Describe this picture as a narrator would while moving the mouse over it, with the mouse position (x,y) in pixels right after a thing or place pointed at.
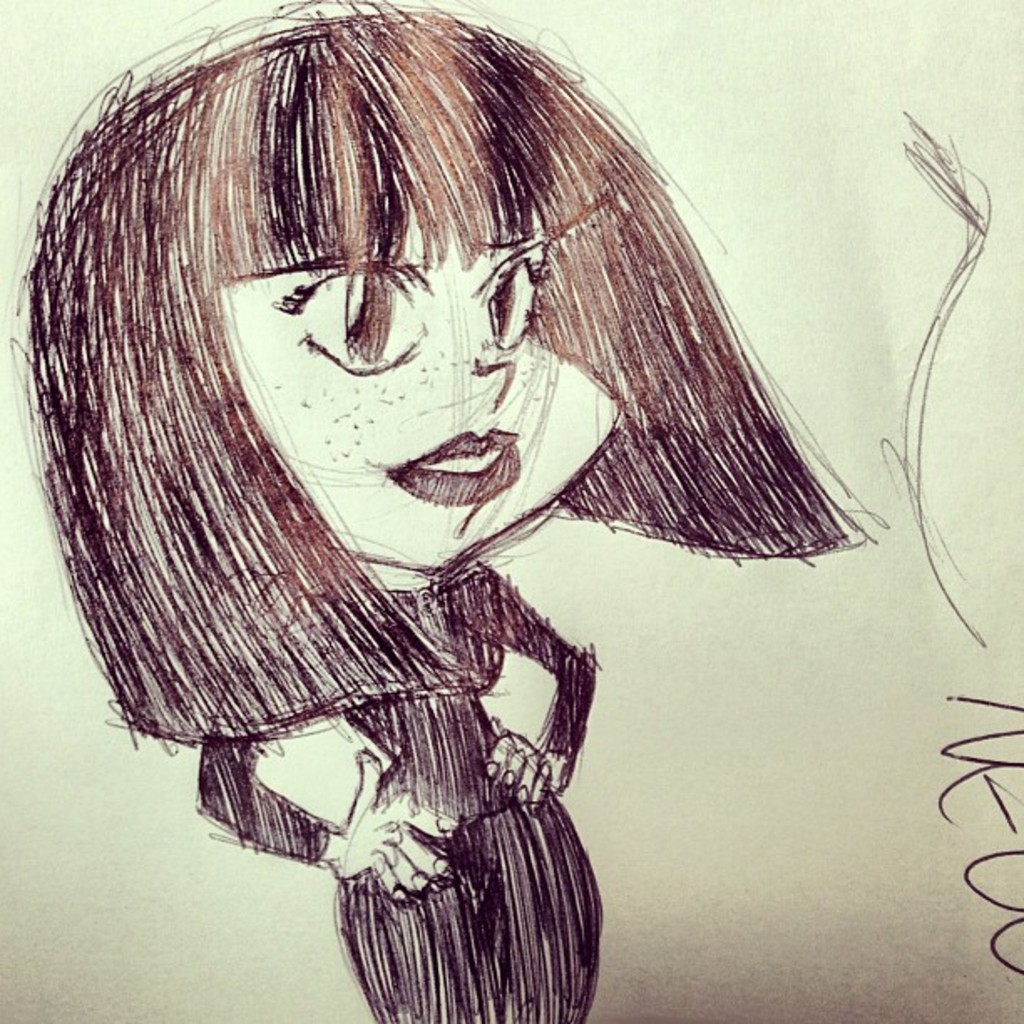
In this image I can see sketch painting (381,756) of a girl (504,586). I can see colour of this image is brown and black.
